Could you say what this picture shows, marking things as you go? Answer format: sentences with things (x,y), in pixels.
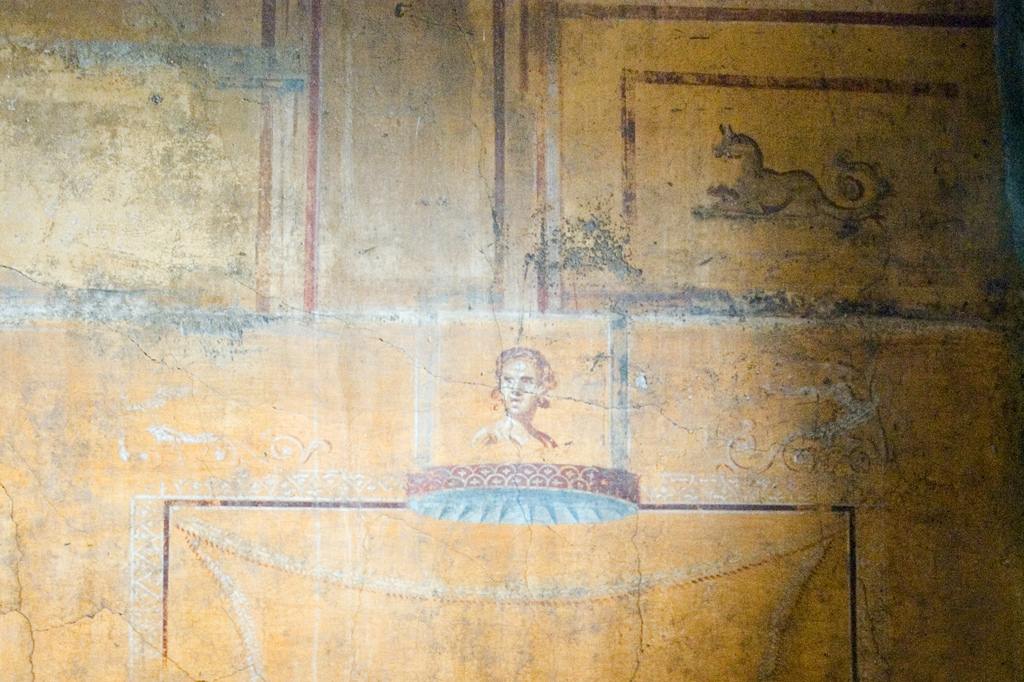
In this picture I can observe some arts (529,395) on the wall (580,236). The wall (576,412) is in yellow color. I can observe an art (505,407) of a human (523,378) in the middle of the picture (515,407).
